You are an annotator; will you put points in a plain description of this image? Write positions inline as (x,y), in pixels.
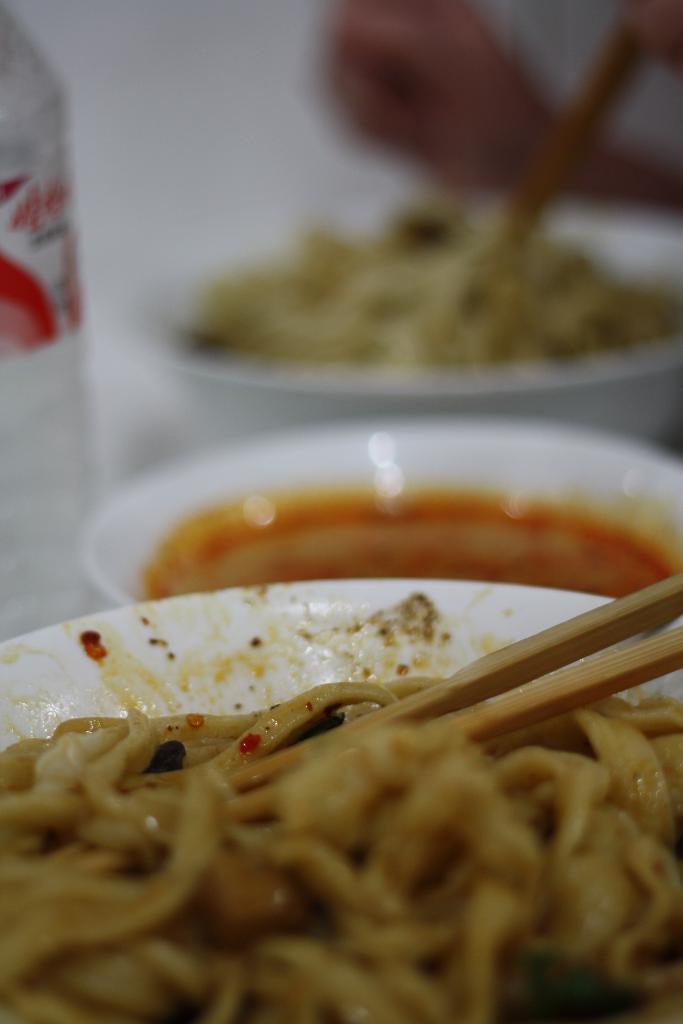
There is food (446,830) and chopstick (485,699) and soup (311,556).
